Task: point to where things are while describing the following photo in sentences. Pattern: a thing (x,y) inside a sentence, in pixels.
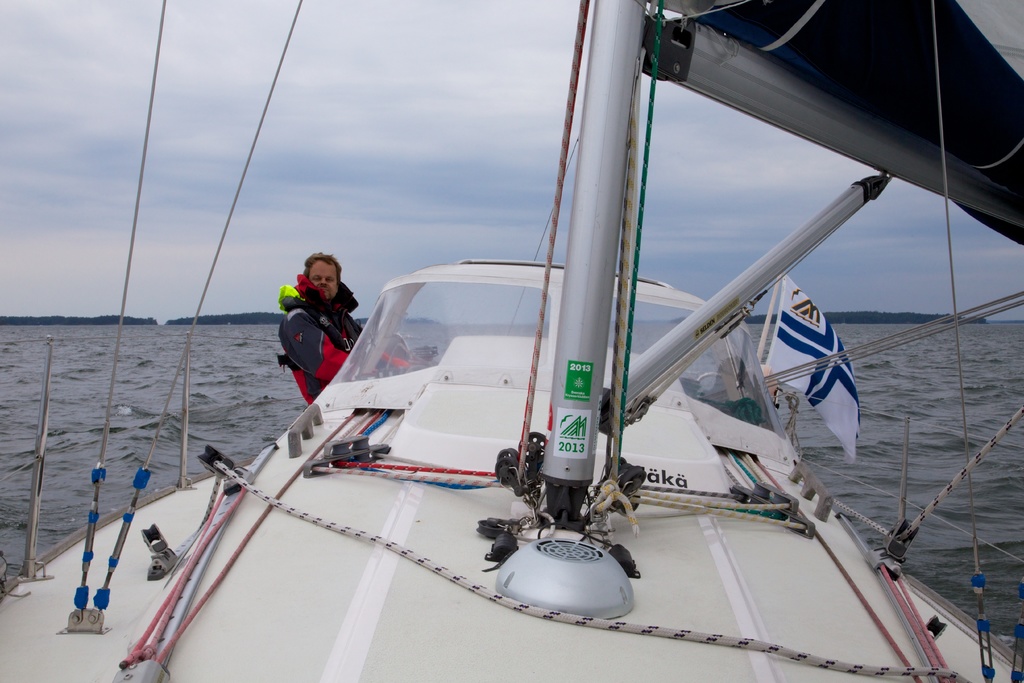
There is a white ship (137,494) on the water (25,452). A person (284,333) is present at the left (340,348) and a flag (792,334) is present at the right (788,357).
